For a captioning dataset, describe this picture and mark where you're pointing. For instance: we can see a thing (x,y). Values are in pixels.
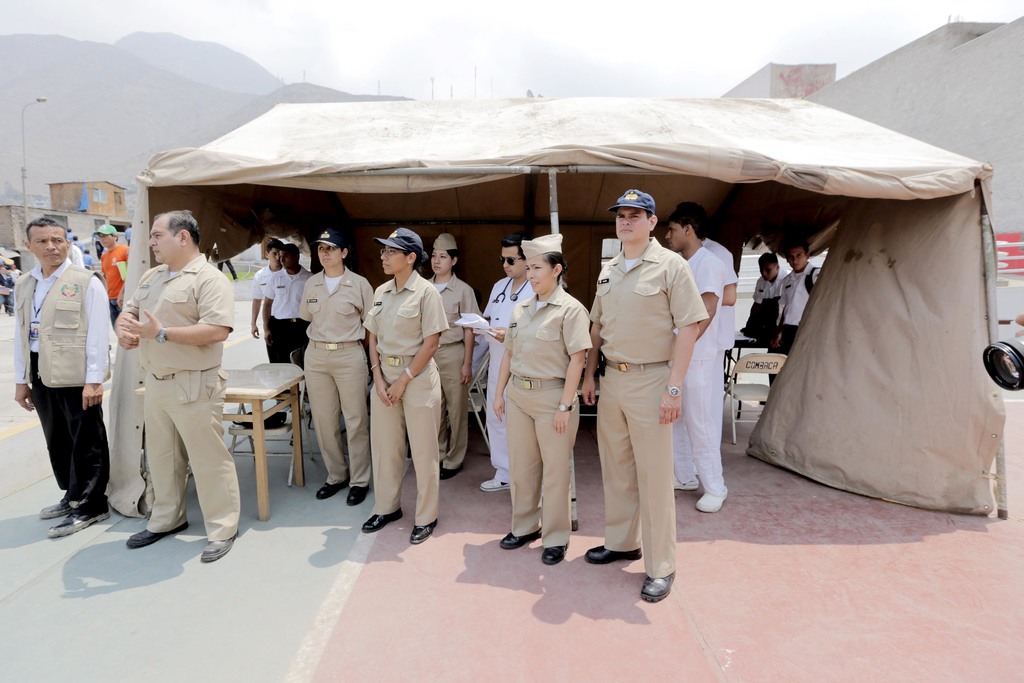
In this picture there are some uniformed men (599,381) and women (330,326) standing in the front (353,448). Behind there is a tent house (670,171). In the background (241,116) there are some mountains (202,88).
